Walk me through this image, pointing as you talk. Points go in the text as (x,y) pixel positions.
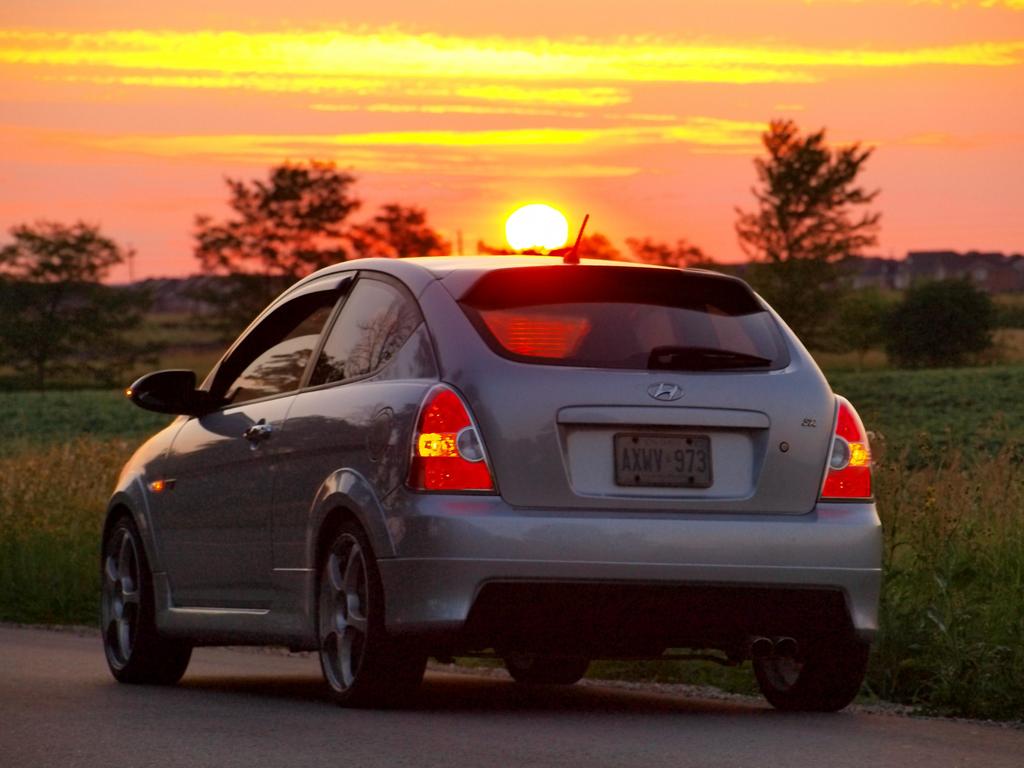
In this image we can see a car (569,484) on the road (236,712). Behind the car (572,502), we can see grassy land (938,430), plants (925,501) and trees (57,271). In the background of the image (571,116), we can see the sun (537,212) in the sky (273,92).
